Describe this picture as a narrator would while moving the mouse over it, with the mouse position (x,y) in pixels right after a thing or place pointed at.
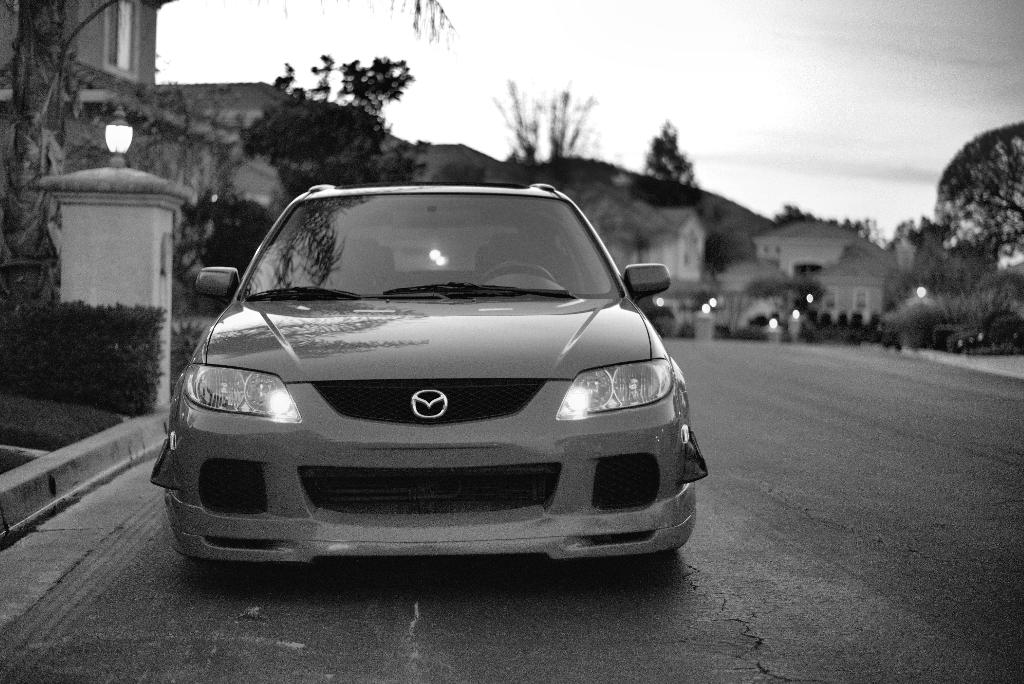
In the center of the image (472,307) we can see a car (507,302) on the road (527,647). In the background (83,142) there are buildings (89,57), trees (331,144), lights (114,121) and sky (748,93).
